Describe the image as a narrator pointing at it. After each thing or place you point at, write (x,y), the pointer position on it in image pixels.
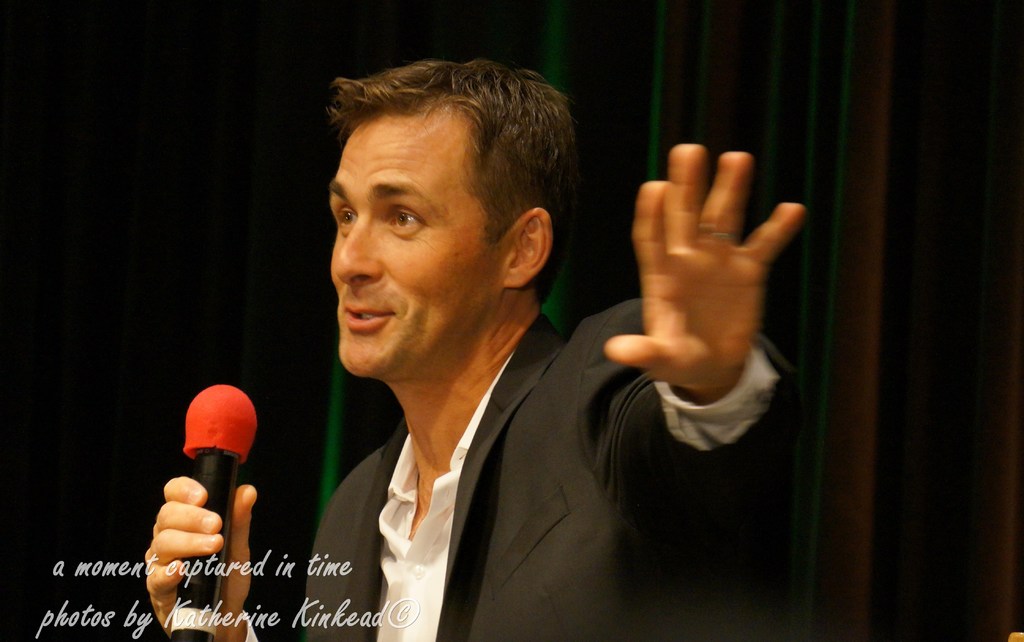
In this image a person (715,458) holding a mike (197,588). As some text (352,604) written as a moment captured in time photos by katherine kinkead.
